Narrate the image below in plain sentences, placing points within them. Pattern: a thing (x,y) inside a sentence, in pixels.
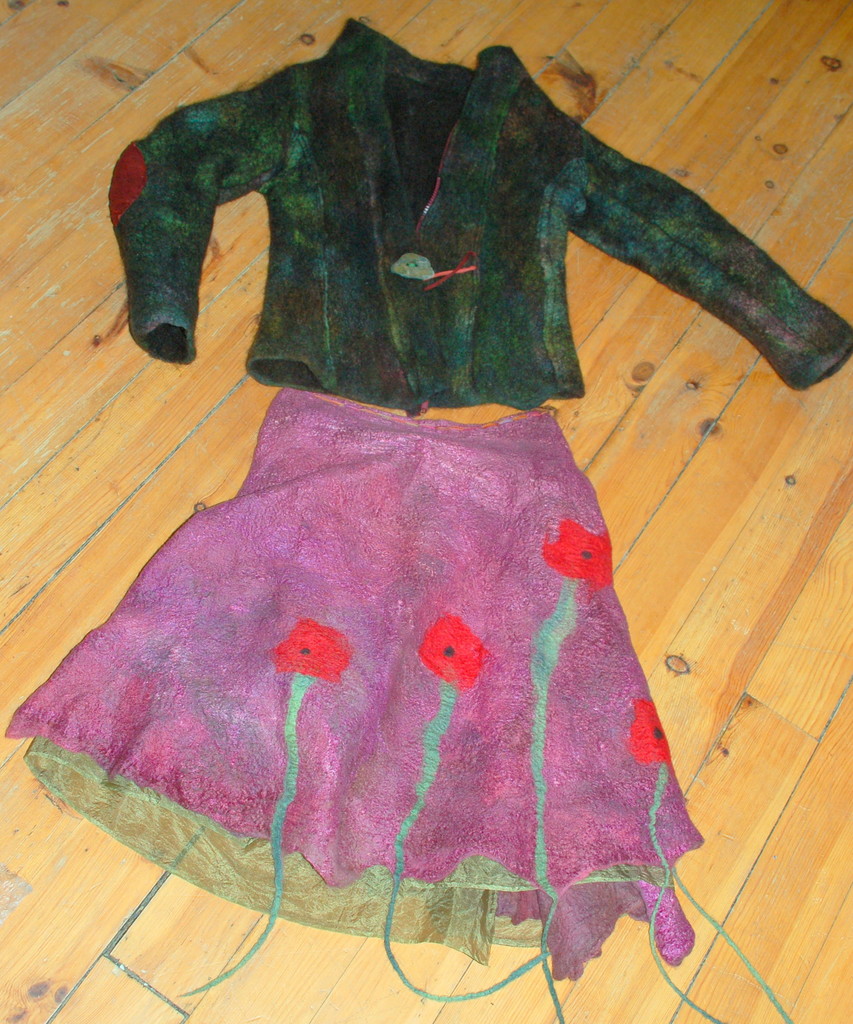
In this image I can see the dress (459,604) on the brown color surface (130,475) and the dress (415,312) is in green and pink color.
